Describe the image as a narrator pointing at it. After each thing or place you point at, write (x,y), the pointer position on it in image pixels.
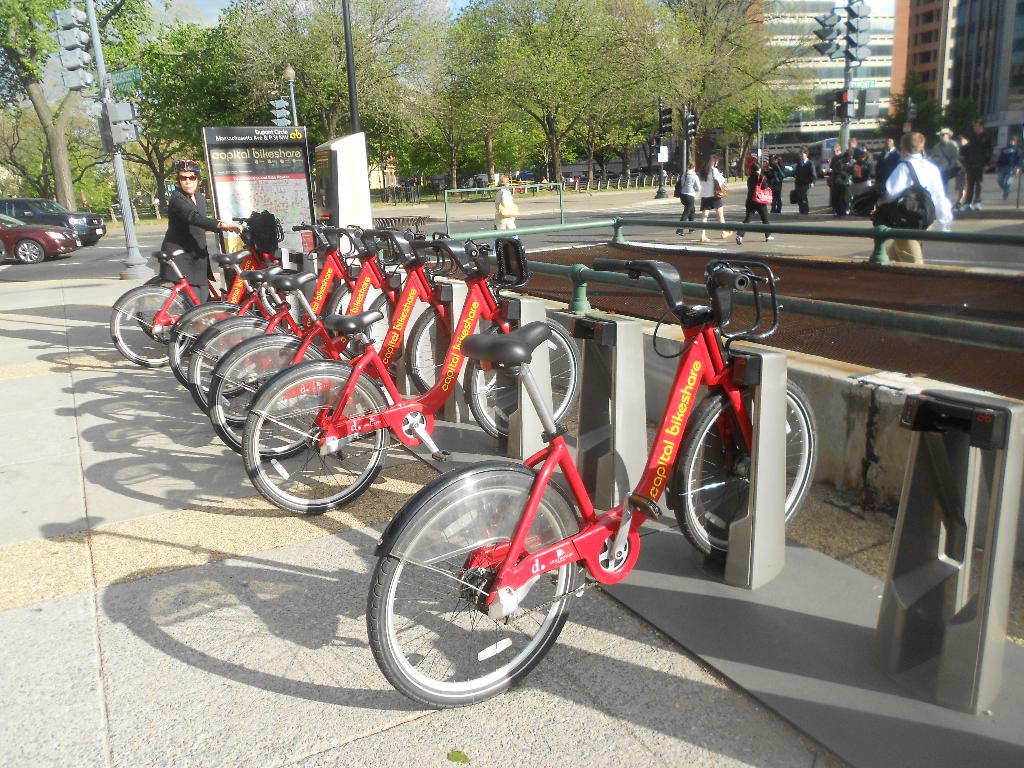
In this picture we can see a group of bicycles (392,668), vehicles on the road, here we can see a fence (1011,328), people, traffic signals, name boards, electric poles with lights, buildings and trees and we can see sky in the background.
